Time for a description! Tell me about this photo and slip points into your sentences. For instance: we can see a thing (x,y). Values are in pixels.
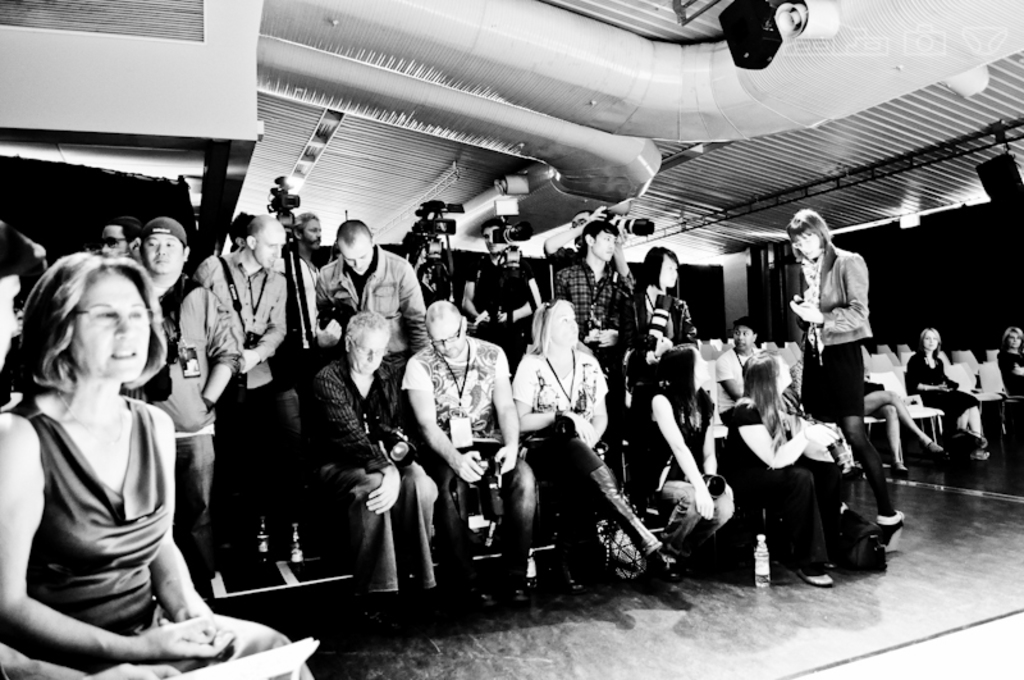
This is a black and white picture. In the center of the picture (368,429) there are group of people (490,392) and cameras (424,234). At the top (710,108) there are ducts (498,131), ceiling (265,145). On the left (191,530) there are people (89,318). On the right (943,384) there are chairs (969,366) and people (949,398).
